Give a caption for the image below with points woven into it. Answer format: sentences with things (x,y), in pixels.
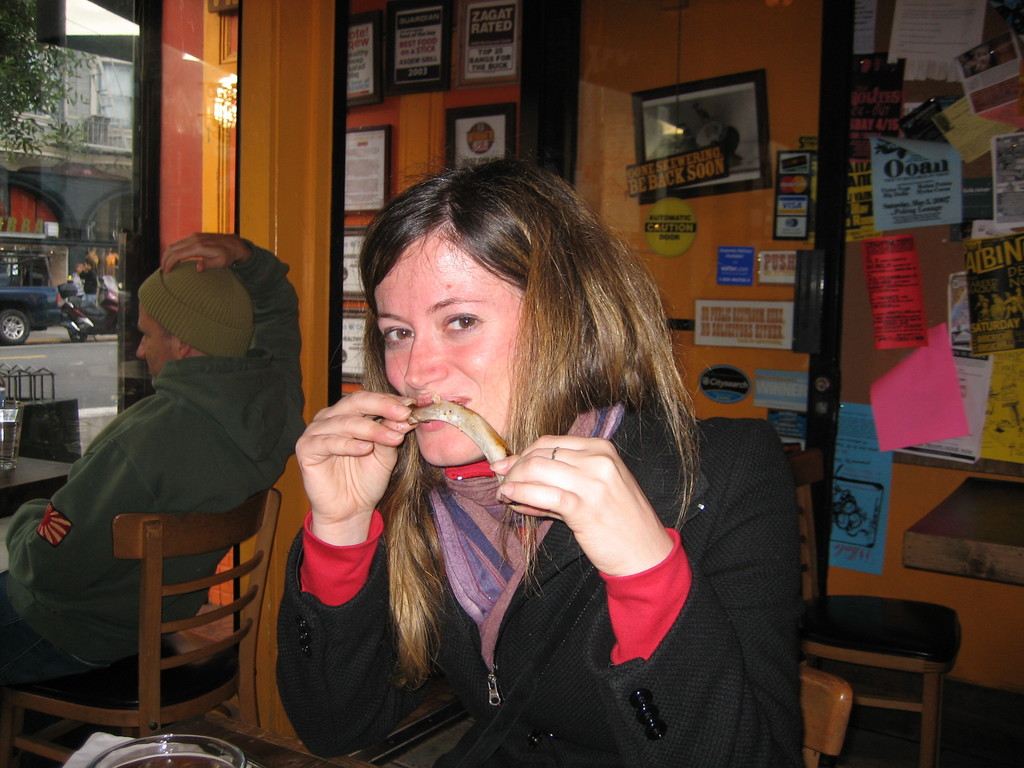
In this image there is a lady (562,486) sitting on the chair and she is eating something, in front of her there is a table (142,742) with some object (125,746) on top of it, behind her there is another person (152,459) sitting on the other chair (152,609), in front of them there is another table (41,463) with some objects (2,408) on top of it. In the background (897,187) there are few more chairs (820,627) and tables (967,567) and there are few frames (499,39), posters (891,265) and papers (891,265) are hanging on the wall (907,348). On the left side of the image (58,116) there is a glass door (108,34) through which there are few vehicles (66,282) on the road (42,355), trees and a building (93,213).
